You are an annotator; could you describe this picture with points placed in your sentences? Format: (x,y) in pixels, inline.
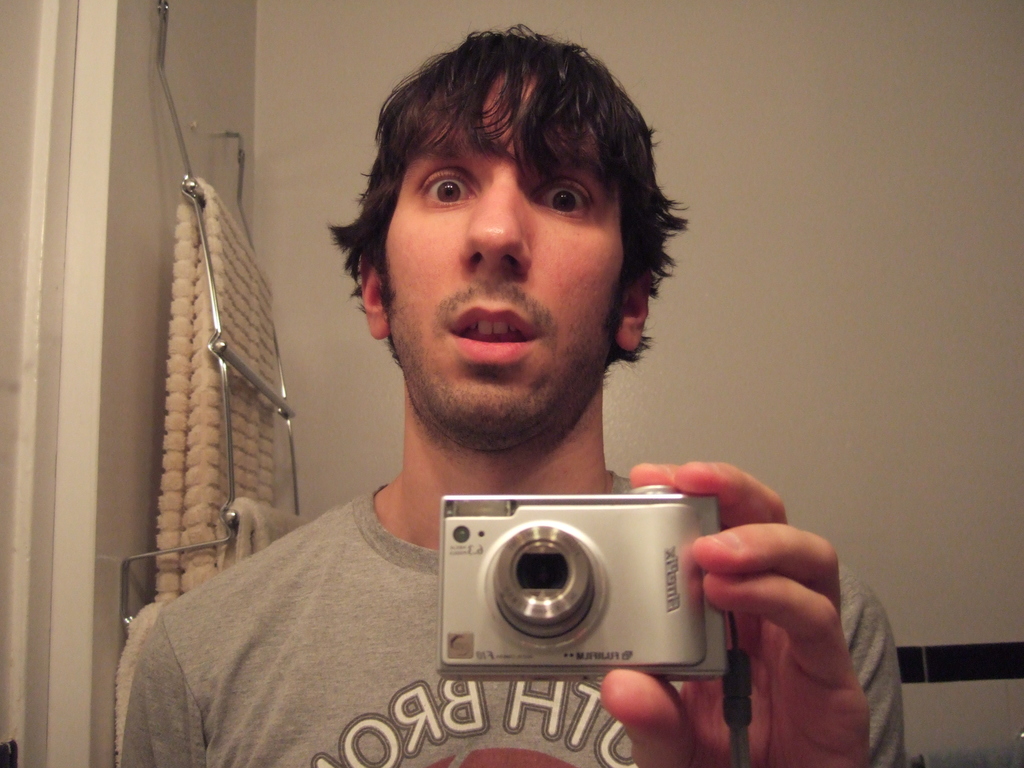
In this picture I can see a man (329,662) standing and holding camera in his hands (651,687). At background (263,475) I can see a blanket (200,443) hanging to the hanger (210,288).
